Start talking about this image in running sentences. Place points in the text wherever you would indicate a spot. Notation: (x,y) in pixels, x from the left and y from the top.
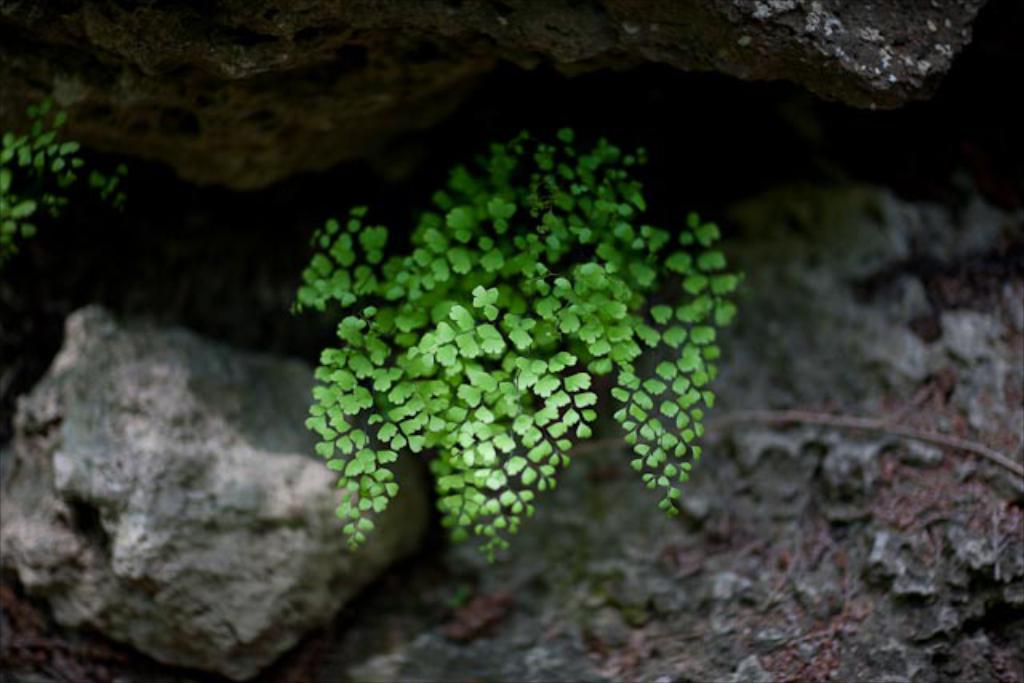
In this picture I can see plants (448,502), and in the background (941,517) there are rocks (419,104).
